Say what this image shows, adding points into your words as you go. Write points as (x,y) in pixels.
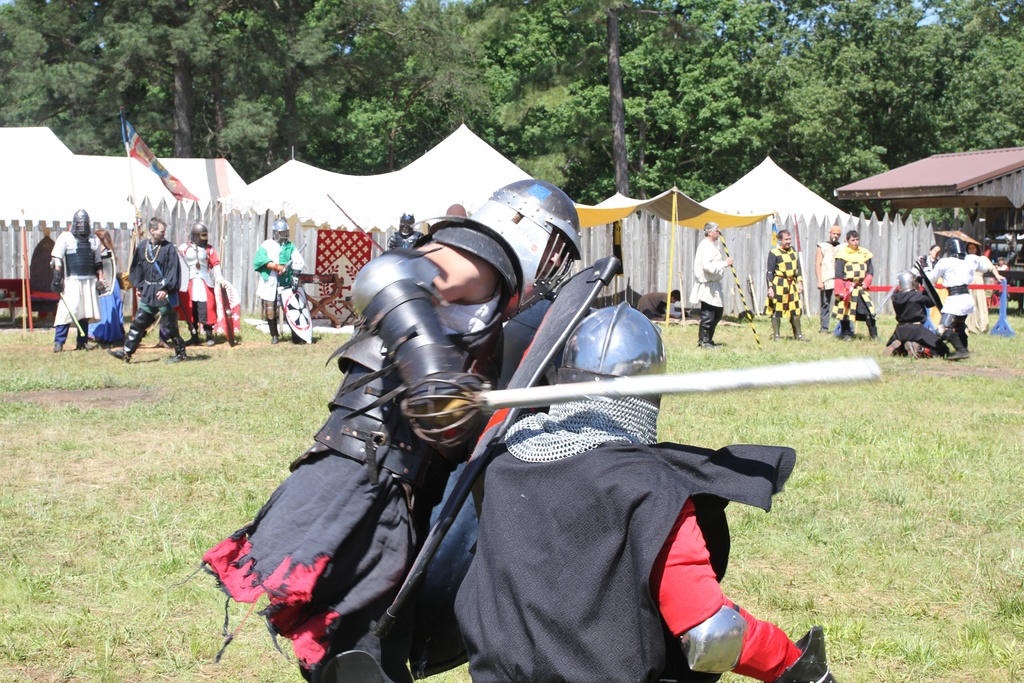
In the middle of the image (469,278) there are two people (421,282) standing with costumes (420,492). Behind them on the ground (311,388) there is grass (146,498). There are few people (942,280) standing with costumes (907,324). Behind them there is a fencing wall (237,273) and also there are tents (442,167). And also there is a pole (137,212) with flag (142,163). At the top of the image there is sky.
